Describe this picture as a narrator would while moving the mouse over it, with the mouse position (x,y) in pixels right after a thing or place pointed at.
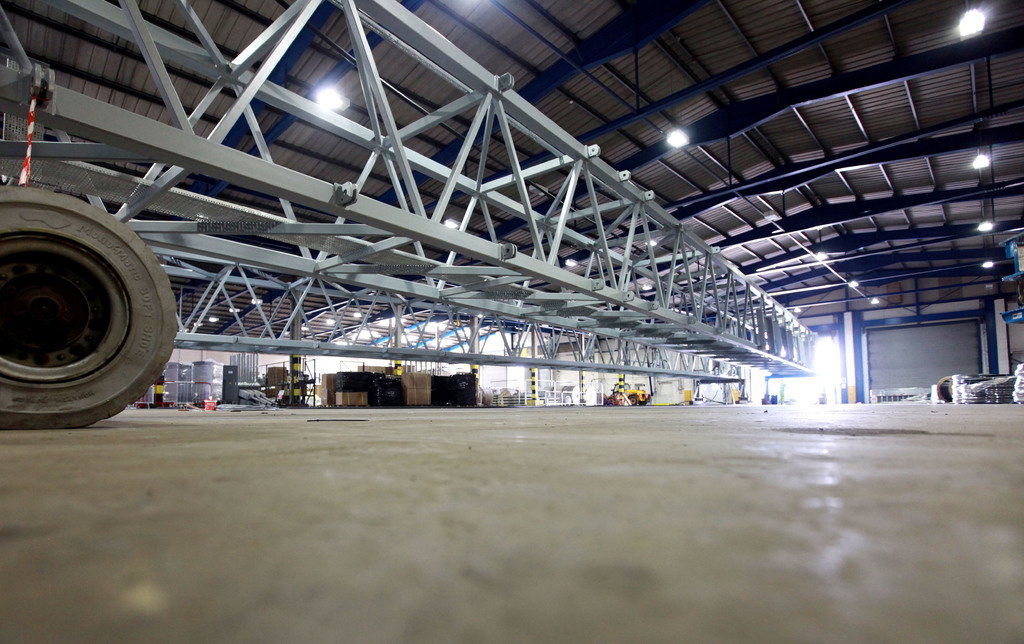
This is an inner view of a building (494,346) containing a tire (123,256), some poles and containers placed on the floor (665,539). We can also see a shutter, a metal frame (92,151) and a roof (796,219) with some ceiling lights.
